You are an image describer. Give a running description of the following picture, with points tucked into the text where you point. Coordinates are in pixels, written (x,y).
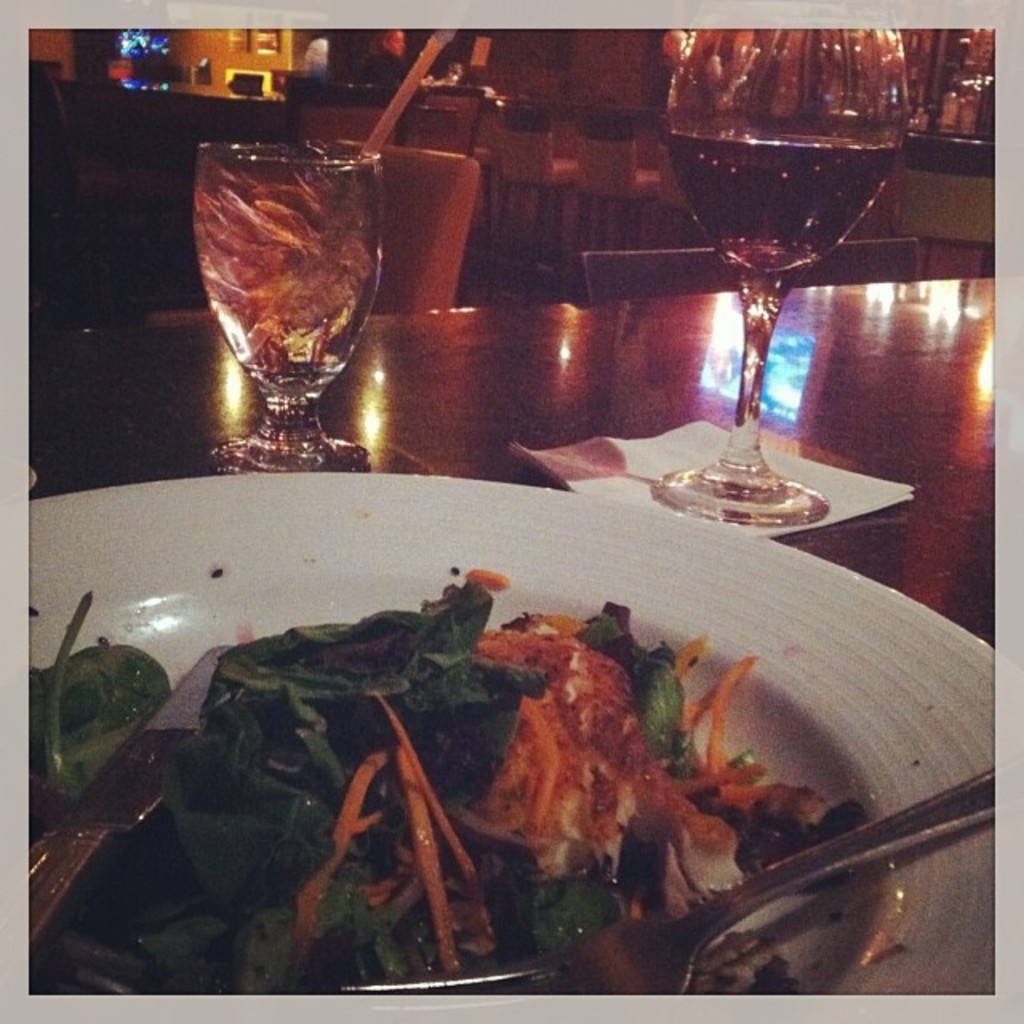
In this image i can see a food (491,715) in a plate (664,619), two glasses (716,247) on a table (443,395), at the background (591,48) i can see a wall (572,74).
